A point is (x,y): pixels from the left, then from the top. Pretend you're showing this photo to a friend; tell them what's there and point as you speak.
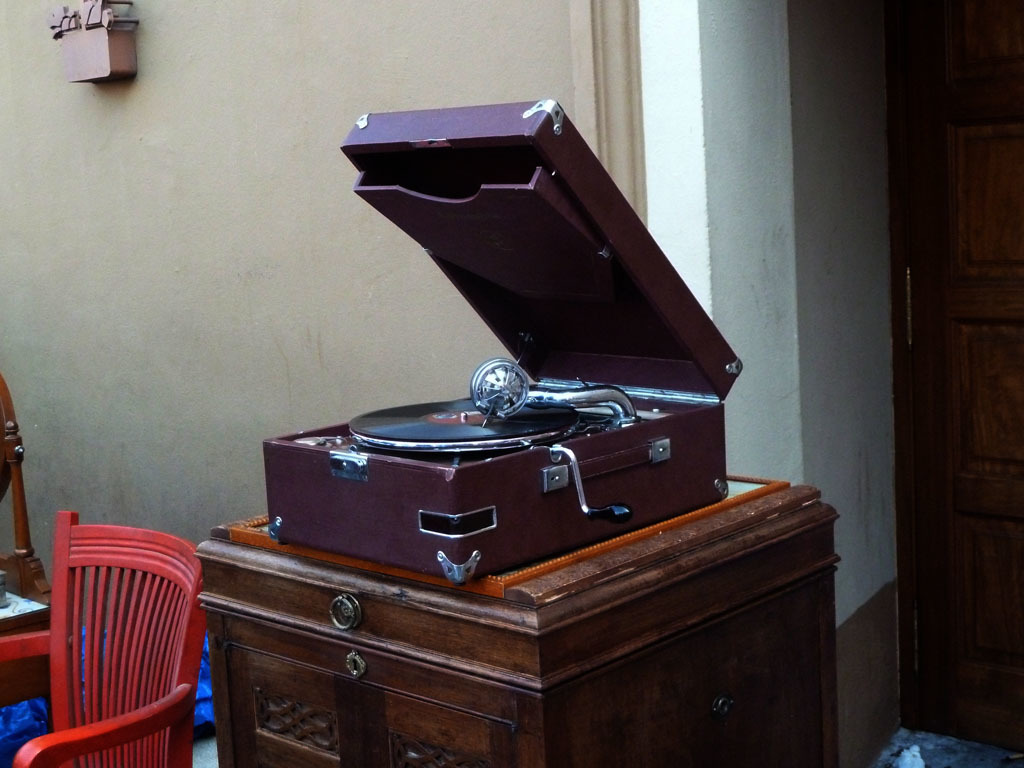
In this picture we can see a gramophone cabinet (298,432). There is a chair (181,754) on the left side (13,654). We can see an object (69,56) on the wall (160,93). A door (1006,432) is visible in the background (897,134).
